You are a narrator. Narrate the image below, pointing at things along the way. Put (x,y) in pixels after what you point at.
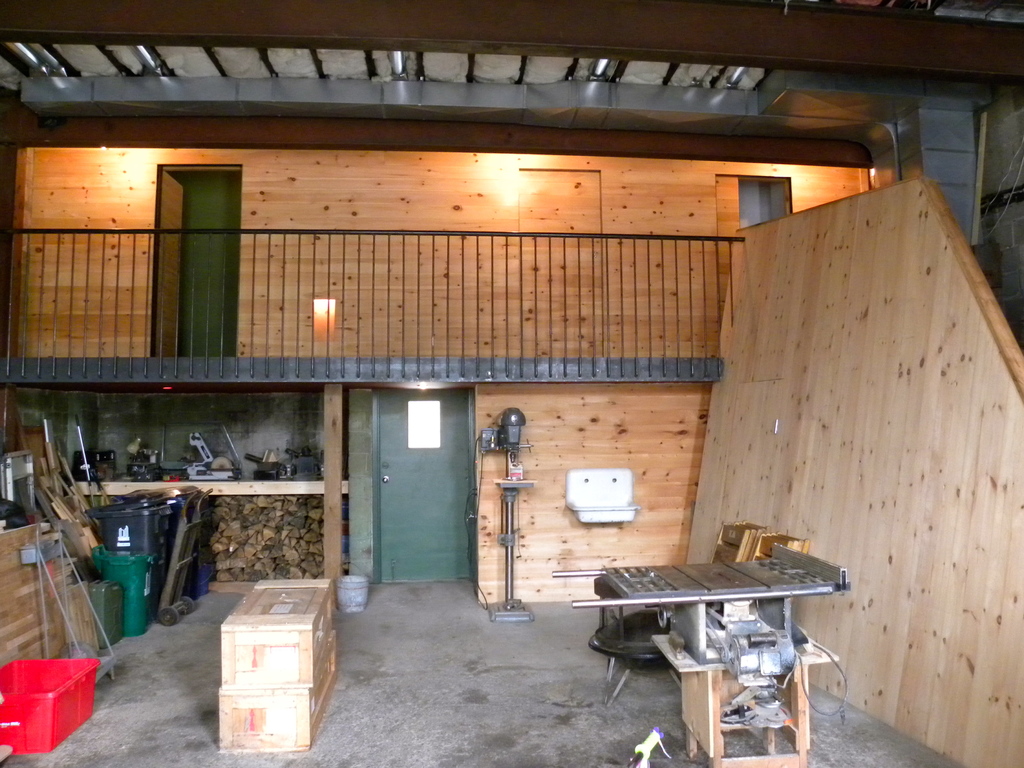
This image is taken from inside. In this image we can see there are so many objects (34,714) on the floor (637,721) and there are some wooden sticks (220,551), above that there is a railing (546,234) and a wall (353,204) with a door (554,204). At the top of the image (967,80) there is a ceiling (754,147). On the right side of the image (933,414) there are stairs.
